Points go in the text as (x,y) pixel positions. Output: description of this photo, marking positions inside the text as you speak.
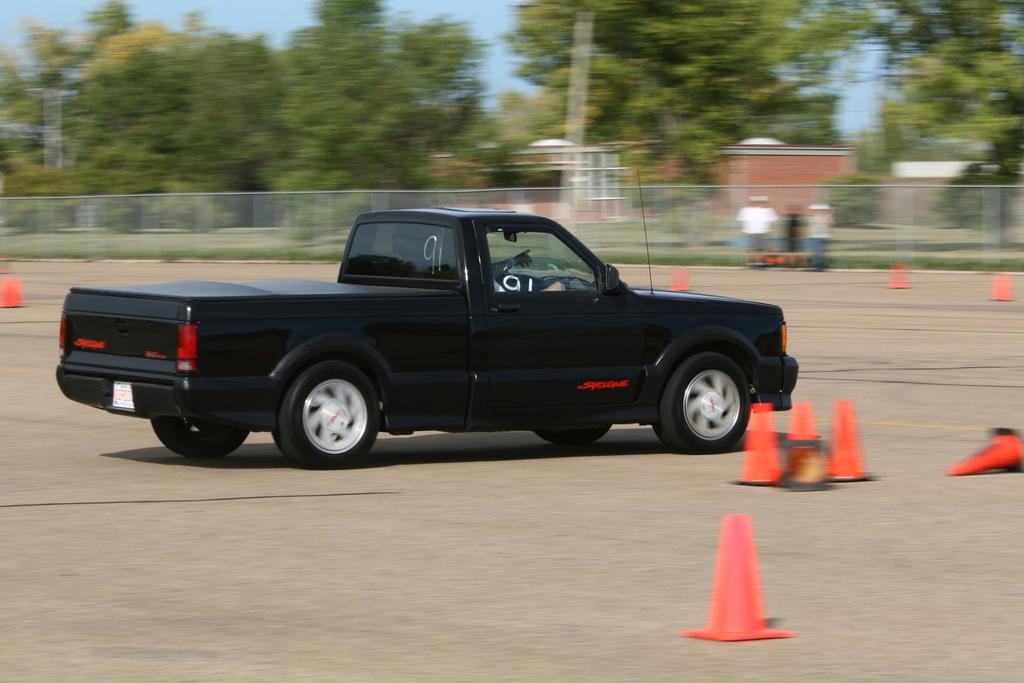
In the center of the image (472,301) a person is riding a truck (483,360). In the background of the image (847,203) we can see some persons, divider cones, mesh (822,184), houses (551,165), trees (413,176), pole (577,102). At the bottom of the image (461,613) there is a ground (305,568). At the top of the image (288,15) there is a sky (273,17).
